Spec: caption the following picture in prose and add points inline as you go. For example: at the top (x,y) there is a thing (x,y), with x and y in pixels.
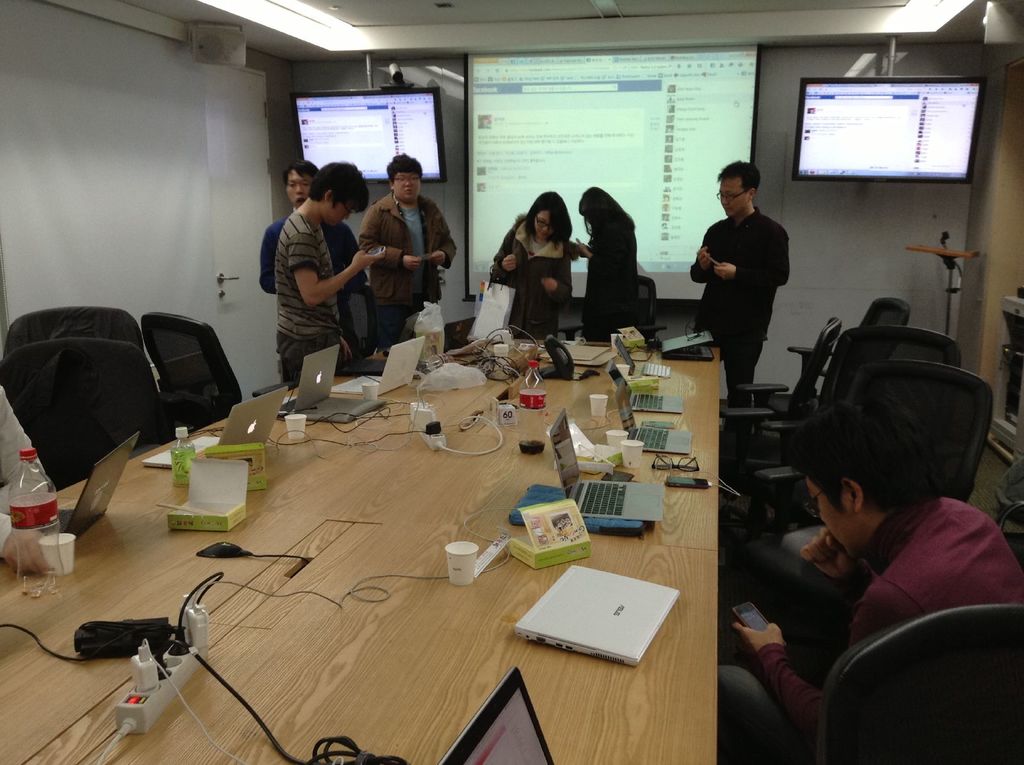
Here we can see a few people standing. Here we can see a televisions (432,160) which are fixed to a wall (770,188). This is a wooden table (321,557) where a laptop (207,444), an extension box (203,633) and mobile phones (691,485) are kept on it. There is a man (1007,597) on the right side (985,554) sitting on a chair (886,741) and he is seeing something in his phone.
